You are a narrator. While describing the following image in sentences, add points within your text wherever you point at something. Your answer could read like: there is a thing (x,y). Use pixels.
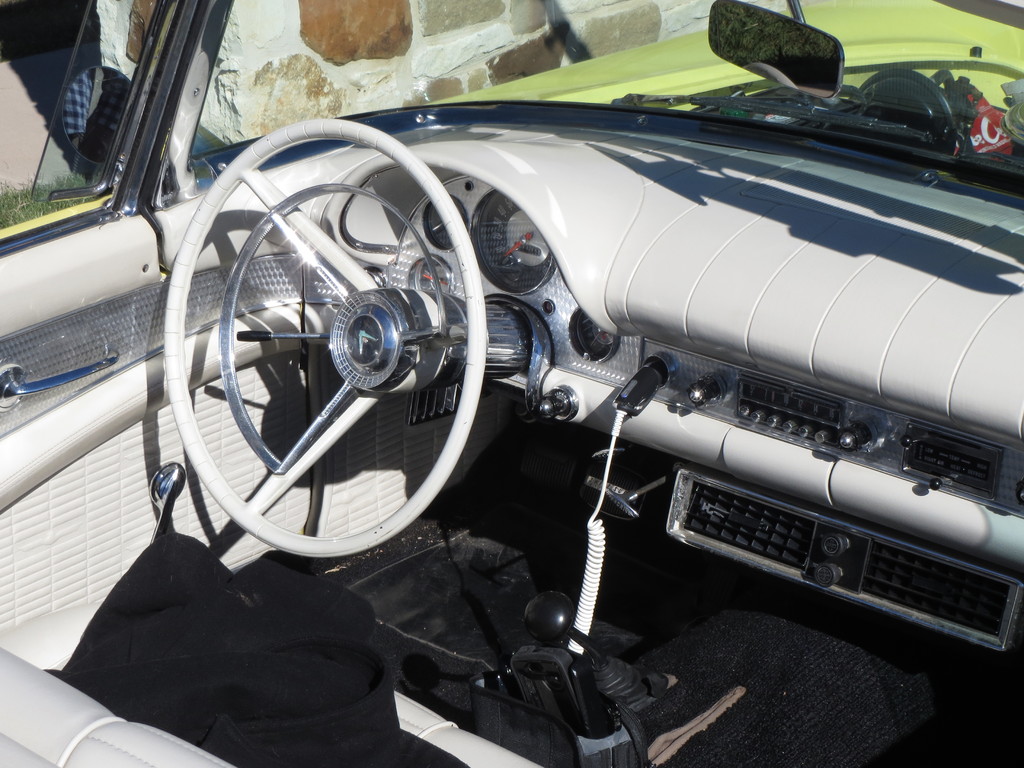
This is an inside view of a vehicle (443,320), where there is a steering (485,334), horn (441,299), speedometer (494,223), gear lever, fuel gauge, rev counter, air vents (674,490), front mirror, door (26,227).
